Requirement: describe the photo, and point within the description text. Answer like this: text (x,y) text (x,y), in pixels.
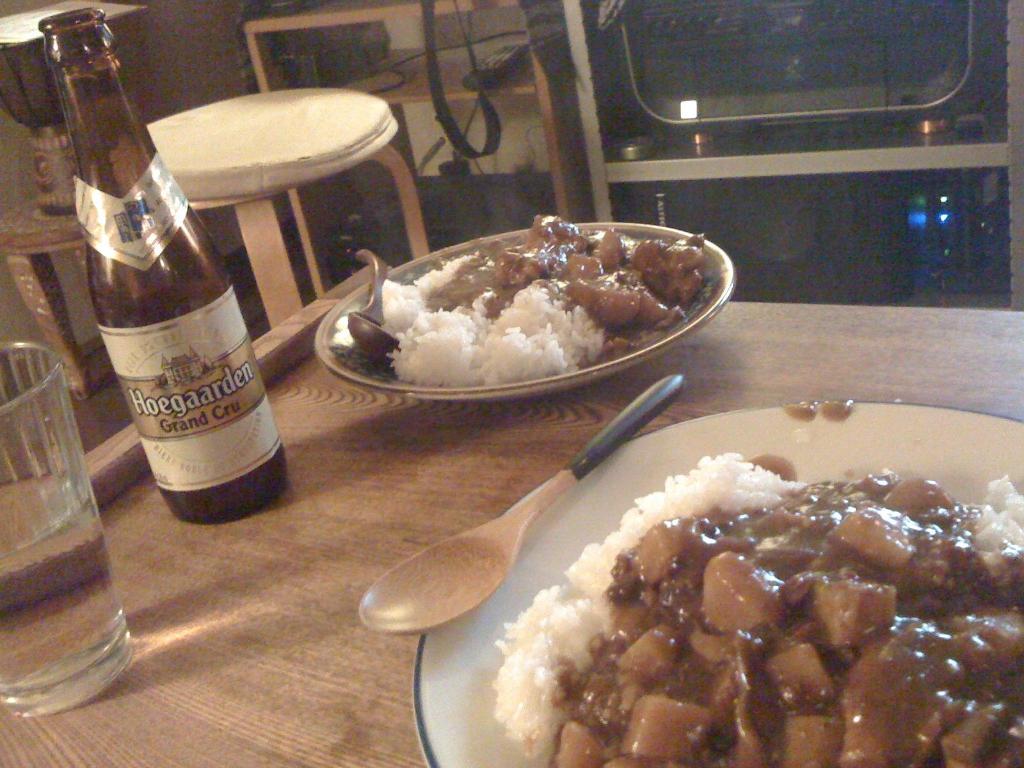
Bottom of the image (51,741) there is a table (988,330), on the table (10,714) there are some plates (428,357), spoons (380,296), bottles (228,414), glass (55,624) and food (743,614). Behind the table (60,757) there is a chair (259,100). Top right side of the image (818,207) there is a electronic device (635,107).
